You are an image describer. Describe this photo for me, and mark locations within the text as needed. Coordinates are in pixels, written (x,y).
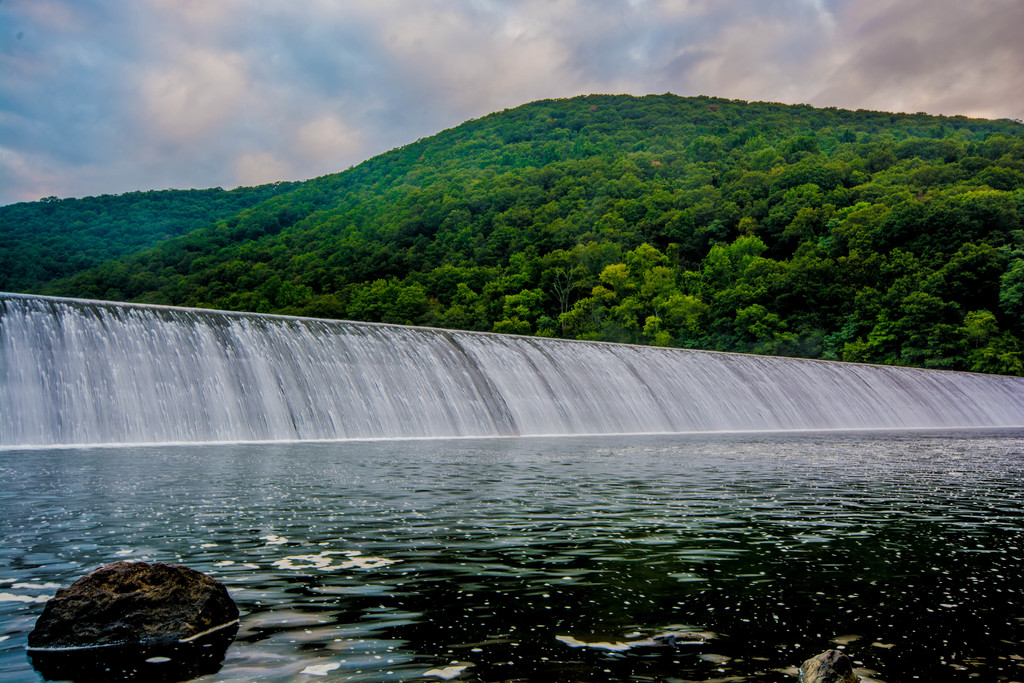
In this image I can see the water (632,397) flowing. In the background (983,364) I can see few trees (231,258). In the bottom left hand corner (134,605) I can see the stone (87,617). At the top (49,161) I can see clouds (412,91) in the sky (412,91).
